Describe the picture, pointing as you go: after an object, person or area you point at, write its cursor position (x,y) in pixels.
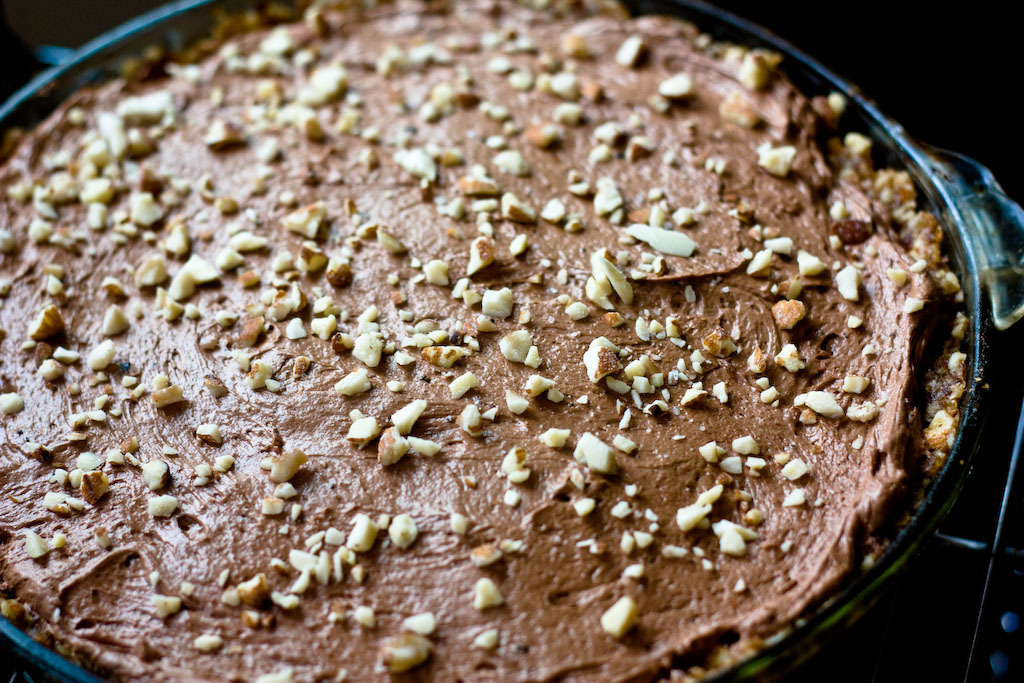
There is a chocolate spread (457,497) and there are chopped nuts (545,434) on it.
